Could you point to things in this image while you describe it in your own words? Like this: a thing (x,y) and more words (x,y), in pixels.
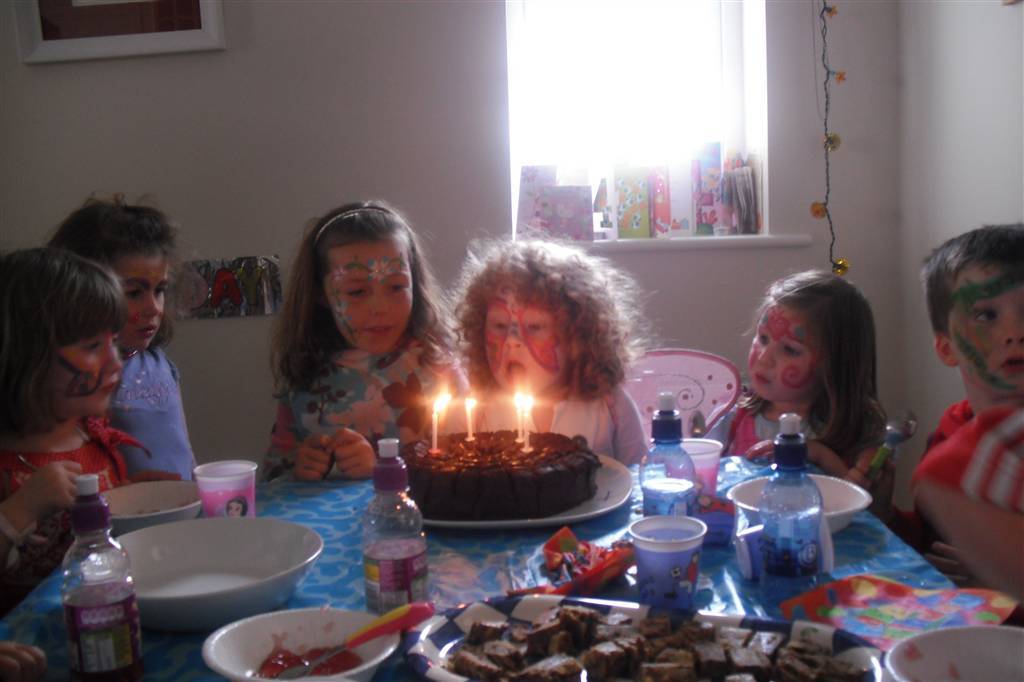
In the foreground of the picture (438,435) there is a table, on the table (306,589) there are bowls (209,561), bottles (126,582), cups (728,537), cloth (856,561), food items (768,663), candles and other objects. Around the table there are kids (306,351) standing. On the faces (139,325) of the kids (622,356) there is painting (778,317). In the center of the background (535,205) there is a window (573,183), near the window (600,178) there are books (600,199) and other objects (671,178). On the right (831,243) there is wire (831,243). On the left (193,37) there is a frame (136,38).
